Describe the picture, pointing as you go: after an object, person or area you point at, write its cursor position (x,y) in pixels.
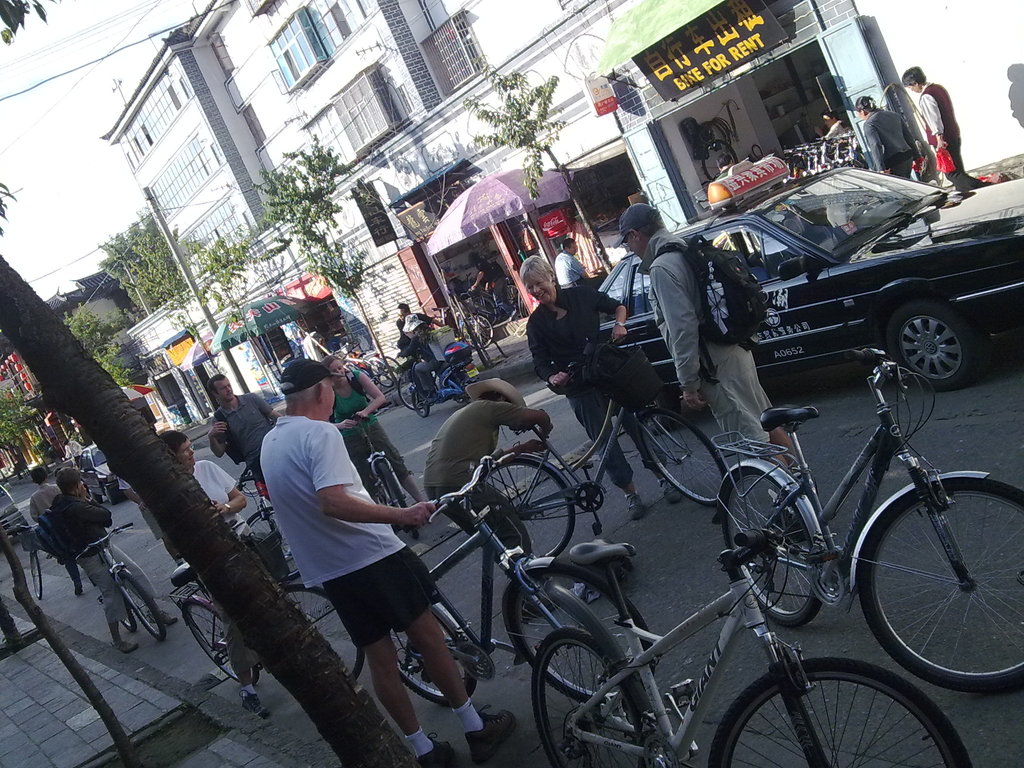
In the image we can see there are people (289,440) who are standing on the road (669,534) and there are bicycles (605,563) which are parked on the road (65,583). We can even see there is car (816,225) which is standing on the road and behind there are buildings (405,82) and trees (213,295) which are standing.
